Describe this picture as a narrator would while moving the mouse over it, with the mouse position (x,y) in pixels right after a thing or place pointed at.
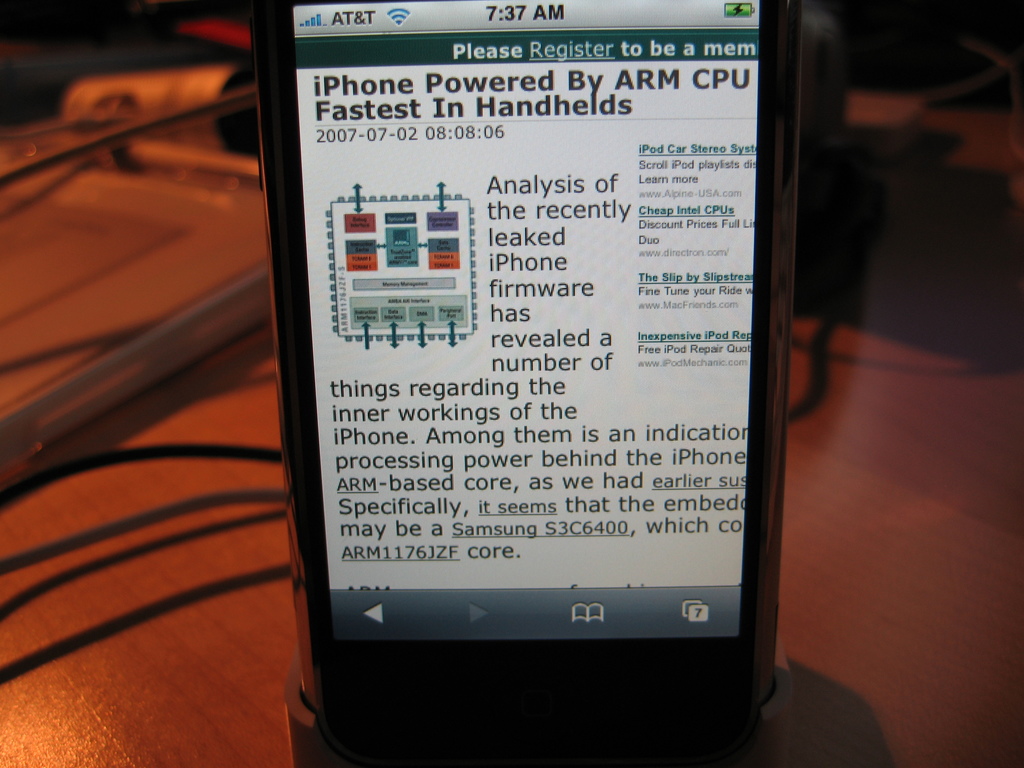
This is a mobile phone (767,487), with a display (373,41). I think these are the cables (172,457) and an object (151,365), which are placed on the wooden table (181,689). The background (957,58) looks blurry.
